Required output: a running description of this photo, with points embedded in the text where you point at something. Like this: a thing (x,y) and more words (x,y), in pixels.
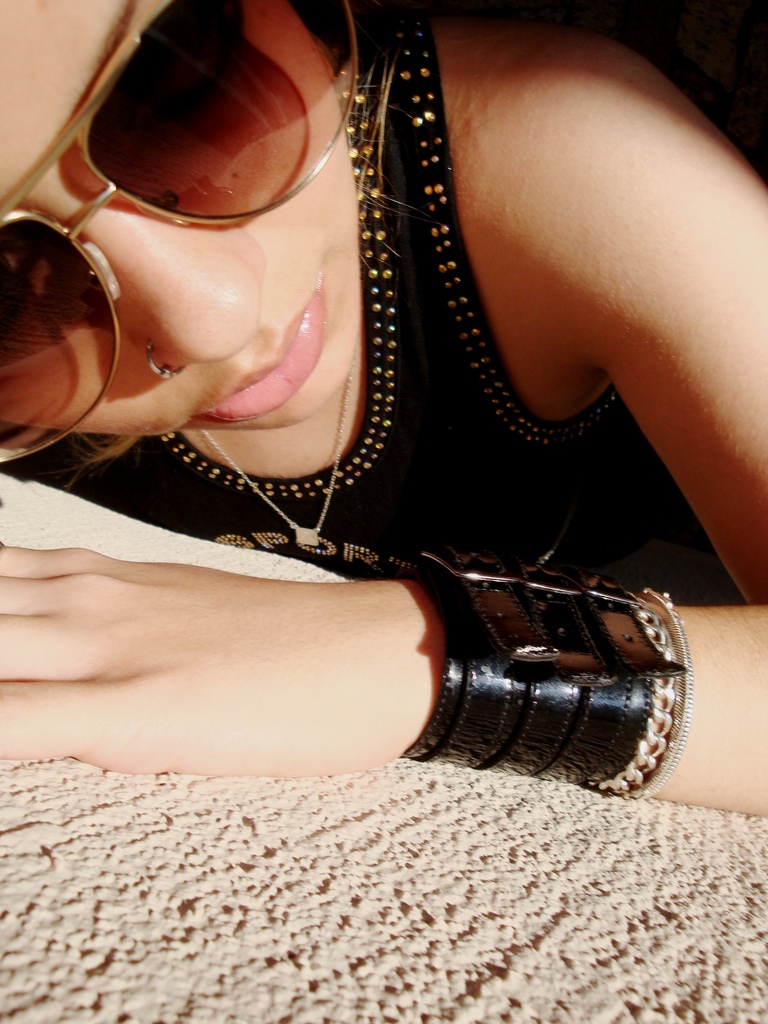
In the foreground of this image (394,407), there is a woman (527,343) in black dress (439,375) wearing spectacles (194,136) and she is lying on the surface (317,917).
